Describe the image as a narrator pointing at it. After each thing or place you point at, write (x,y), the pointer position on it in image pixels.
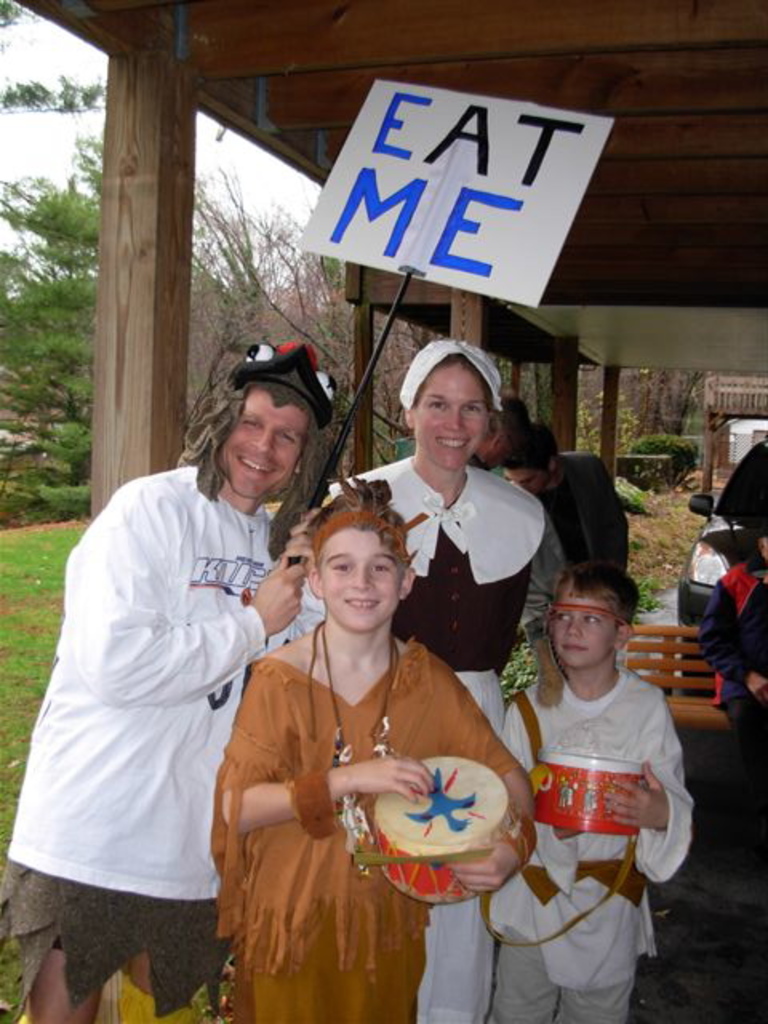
In the background (686,386) we can see the sky (45,138), trees (686,382), plants (638,494). In this picture we can see the people (568,607) under the wooden shed (717,367). We can see the grass (29,607). We can see a man (199,650) holding the black pole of a board (429,204) and he is smiling. We can see a woman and the boys (322,664). Boys (303,834) are holding the drums (492,836). On the right side of the picture (751,756) we can see a person (724,586) sitting on a bench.
